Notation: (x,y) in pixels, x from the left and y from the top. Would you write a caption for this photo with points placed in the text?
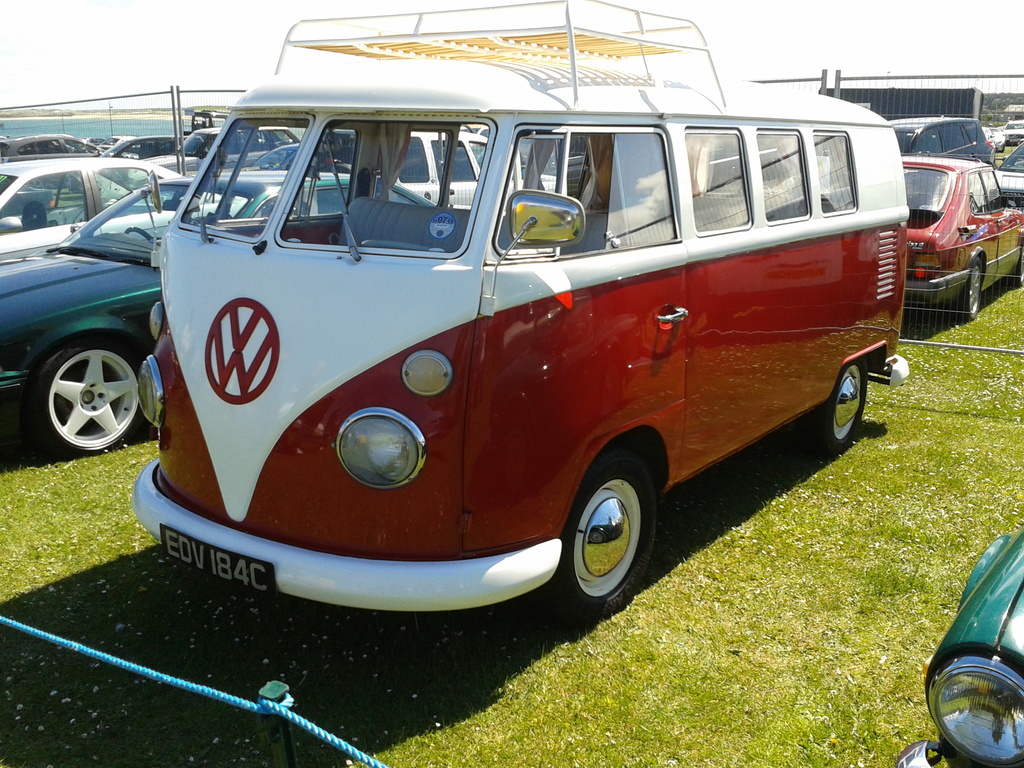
Here in this picture in the front (497,263) we can see a van (389,255) present and beside that on every side we can see cars (931,211) present on the ground (990,377) and we can see the ground (936,533) is fully covered with grass (296,738) and in the front (372,757) we can see rope (2,620) tied over a place and we can also see fencing gates (212,101) present and we can see the sky (848,65) is clear.
